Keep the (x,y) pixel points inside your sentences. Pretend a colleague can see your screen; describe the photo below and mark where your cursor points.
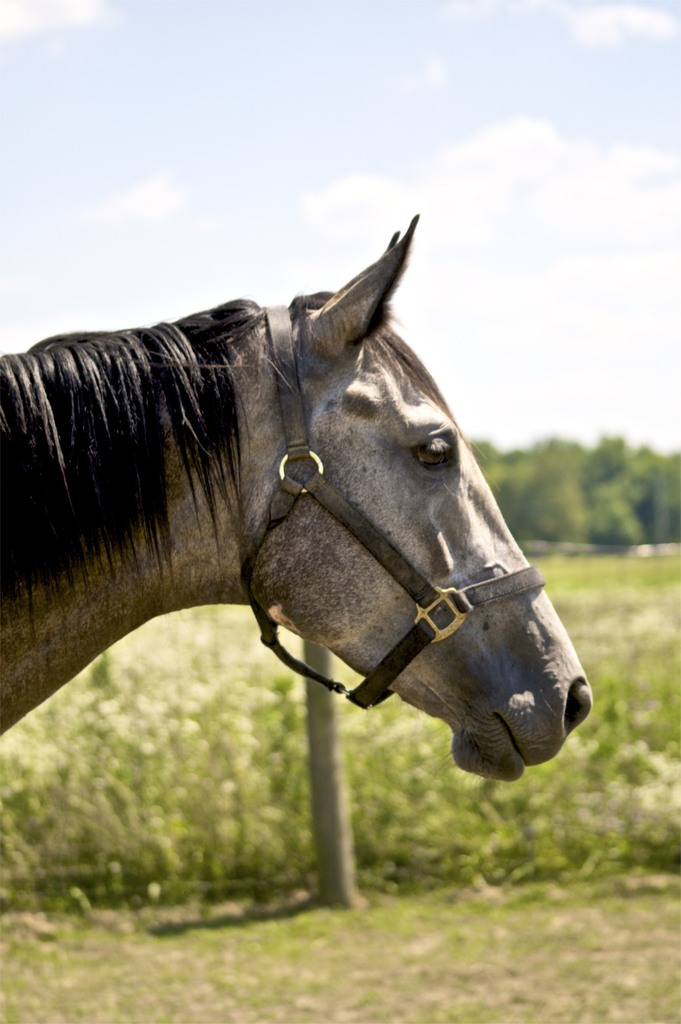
In this picture there is a close view of the horse neck (143,569). Behind there is a green plants (368,768) and in the background (529,451) there are some trees (652,511).
